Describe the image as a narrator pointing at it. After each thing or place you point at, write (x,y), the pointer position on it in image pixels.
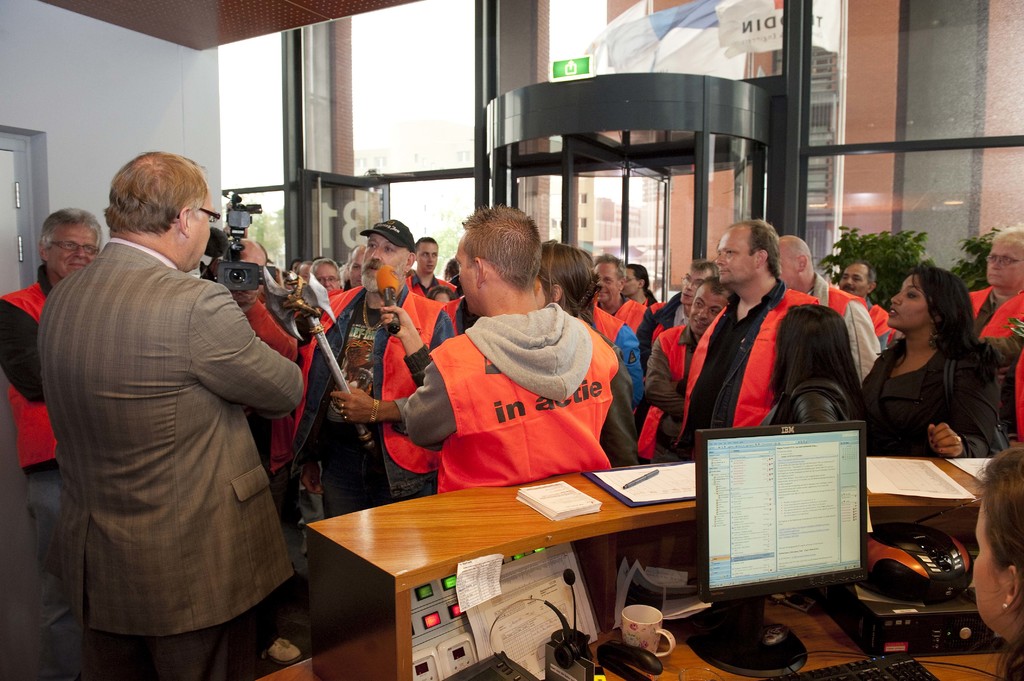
In this image, we can see a few people (634,311). Among them, some people (405,361) are holding cameras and microphones (391,327). We can also see a desk (486,520) with some objects (660,482) and devices (763,532). We can see a wall (33,103) with a door (672,179) and some glass (412,101). There are a few buildings (996,62). We can also see some trees (283,232).
